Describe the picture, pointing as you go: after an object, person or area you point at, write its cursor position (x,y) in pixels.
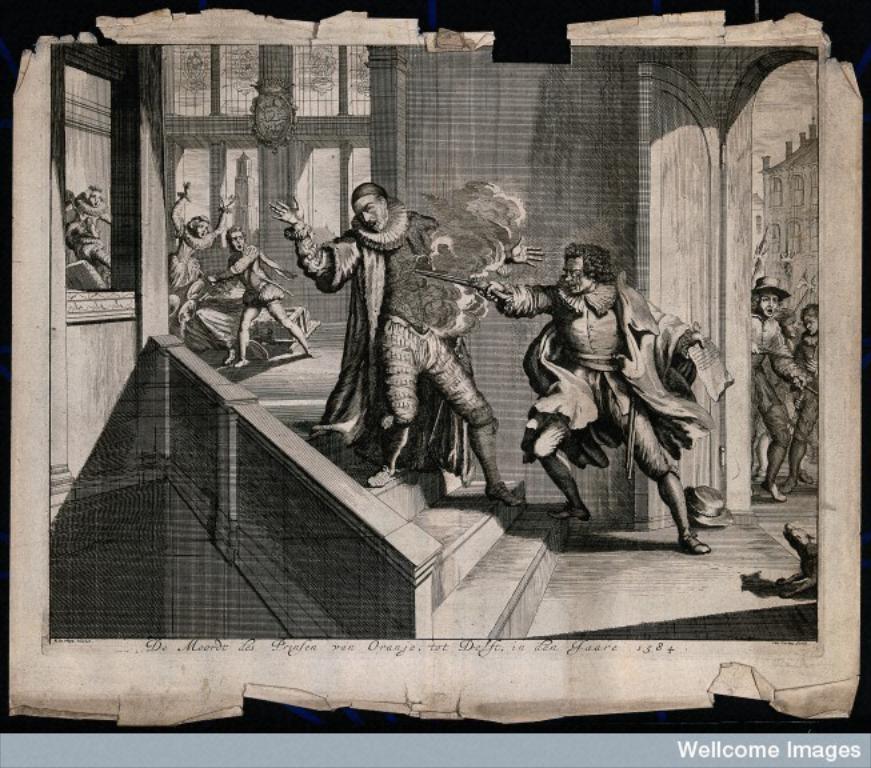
It is an edited picture, it looks like an old black and white picture. All the images are animated, there is a shooting going on in the palace (745,283).
